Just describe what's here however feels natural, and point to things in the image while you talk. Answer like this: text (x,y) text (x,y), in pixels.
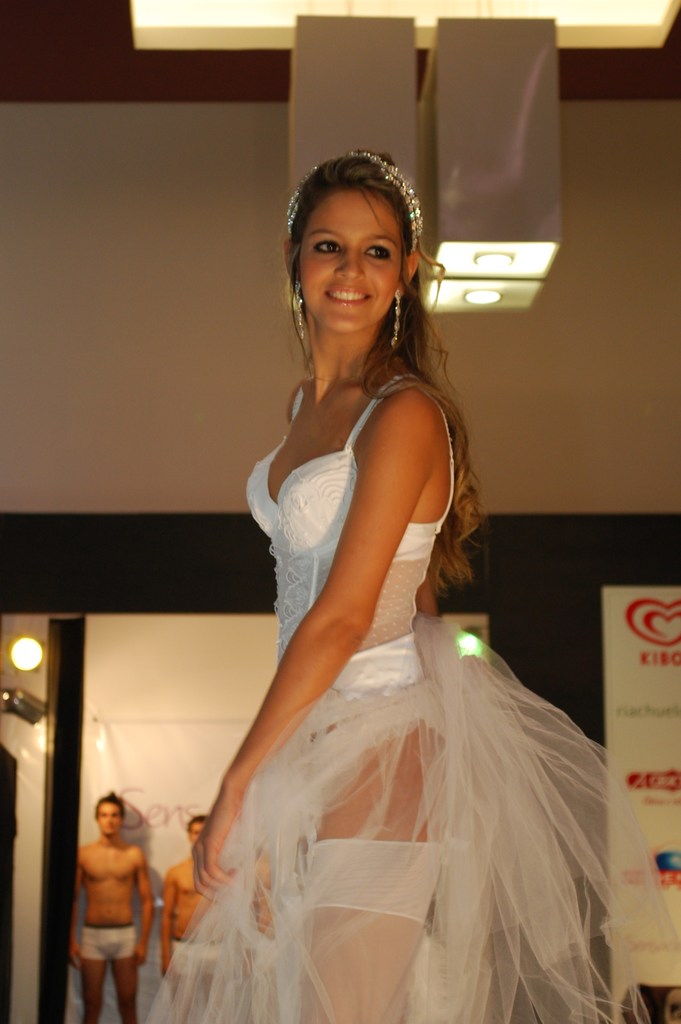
In this image I can see a person (374,302) standing and the person (461,708) is wearing white color dress (501,680), background (639,612) I can see few other persons (101,955) standing, a banner (619,688) attached to the wooden wall (582,530) and the wall (536,406) is in cream color. I can also see few lights (461,180).
